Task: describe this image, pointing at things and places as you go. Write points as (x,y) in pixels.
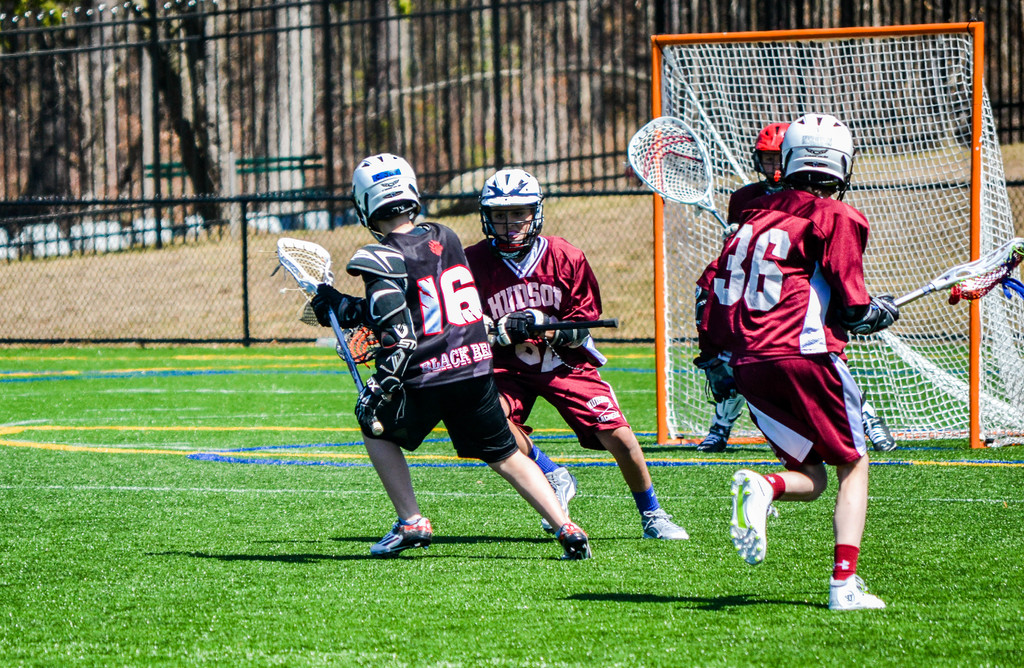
In this image we can see players (516,337) on the ground (537,515) and we can also fence (90,146) and the grass (200,572).
